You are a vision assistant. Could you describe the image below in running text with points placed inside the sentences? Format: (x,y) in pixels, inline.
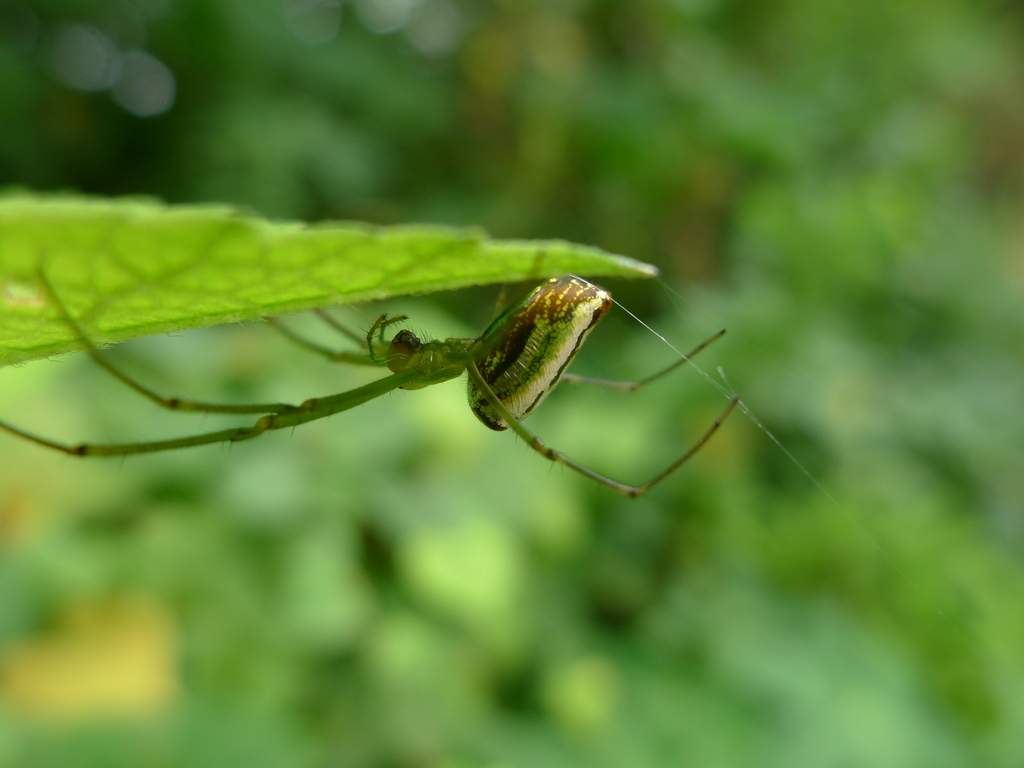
In this image I can see an insect (384,339) under the leaf (23,323) and the background (465,443) is blurry.
